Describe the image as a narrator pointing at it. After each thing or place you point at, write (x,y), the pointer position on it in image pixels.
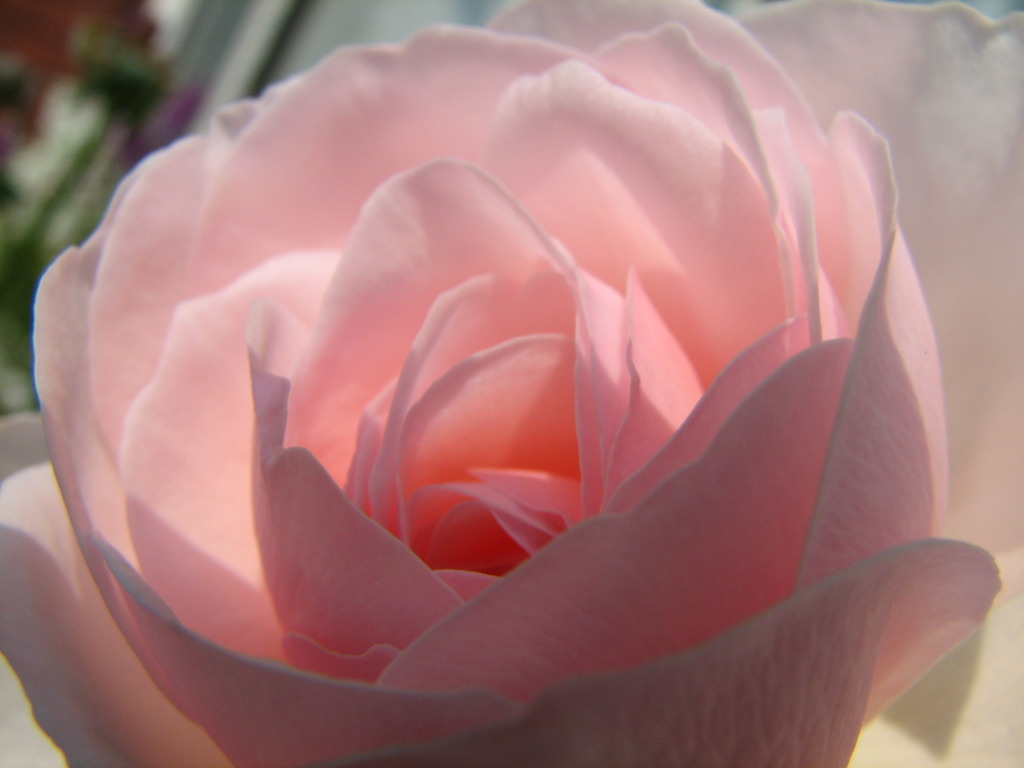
In this image the background (75,124) is a little blurred. In the middle of the image (426,423) there is a beautiful flower (464,589) it is light pink in color.
